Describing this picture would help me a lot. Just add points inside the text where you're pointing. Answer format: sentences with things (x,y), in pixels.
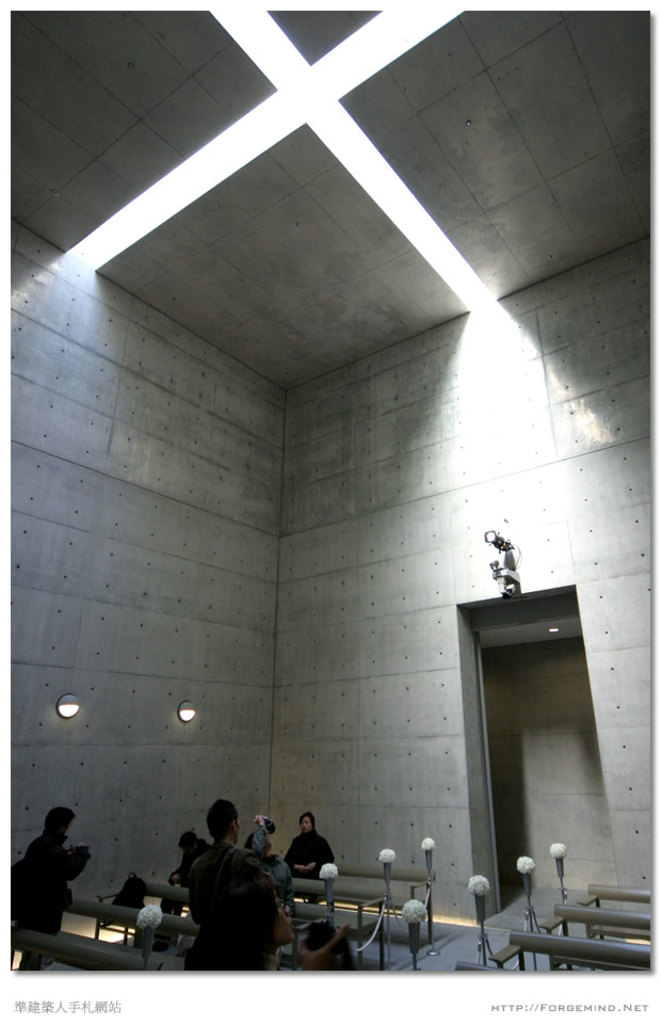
There are many people (48,865) and benches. Near to the benches (309,914) there are some decorative items (430,886). On the wall (165,716) there are lights (187,711). There is a door (481,666). Near to the door (485,617) there is an object (513,586). On the ceiling (329,197) there are lights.
